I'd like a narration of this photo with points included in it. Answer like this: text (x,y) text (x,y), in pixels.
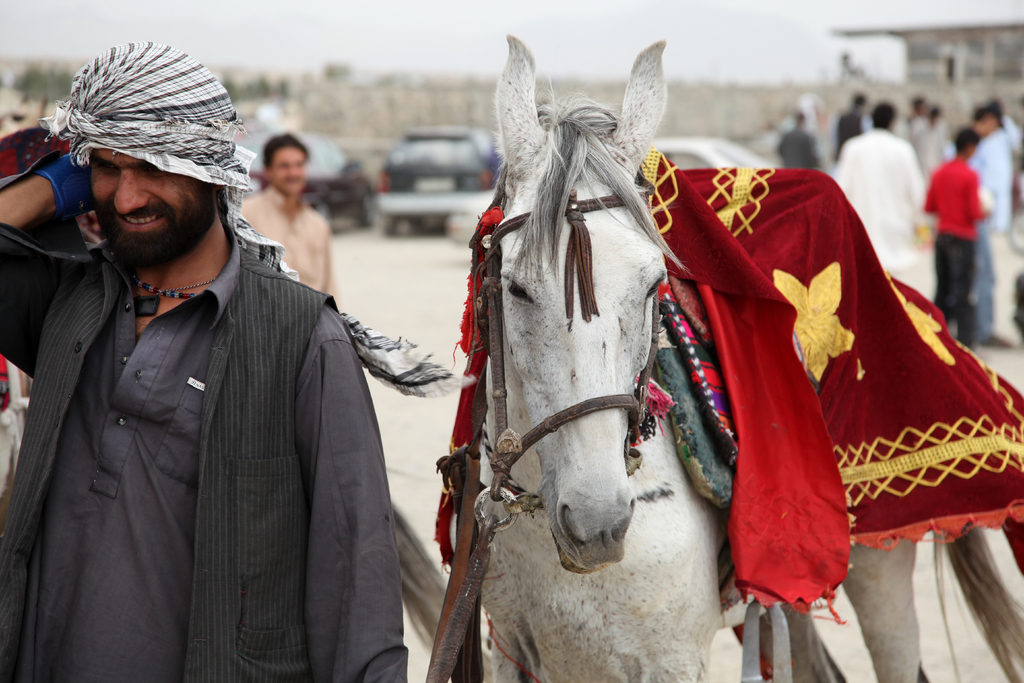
This picture is clicked on a road (403,483). There is a man (230,374) standing to the left corner of the image (109,497) and beside him there is a white horse (621,583). Behind him there are cars (333,169) parked on the road (416,446). In the background (883,159) there are few people (927,160) standing, sky (741,20) and trees (53,80).
